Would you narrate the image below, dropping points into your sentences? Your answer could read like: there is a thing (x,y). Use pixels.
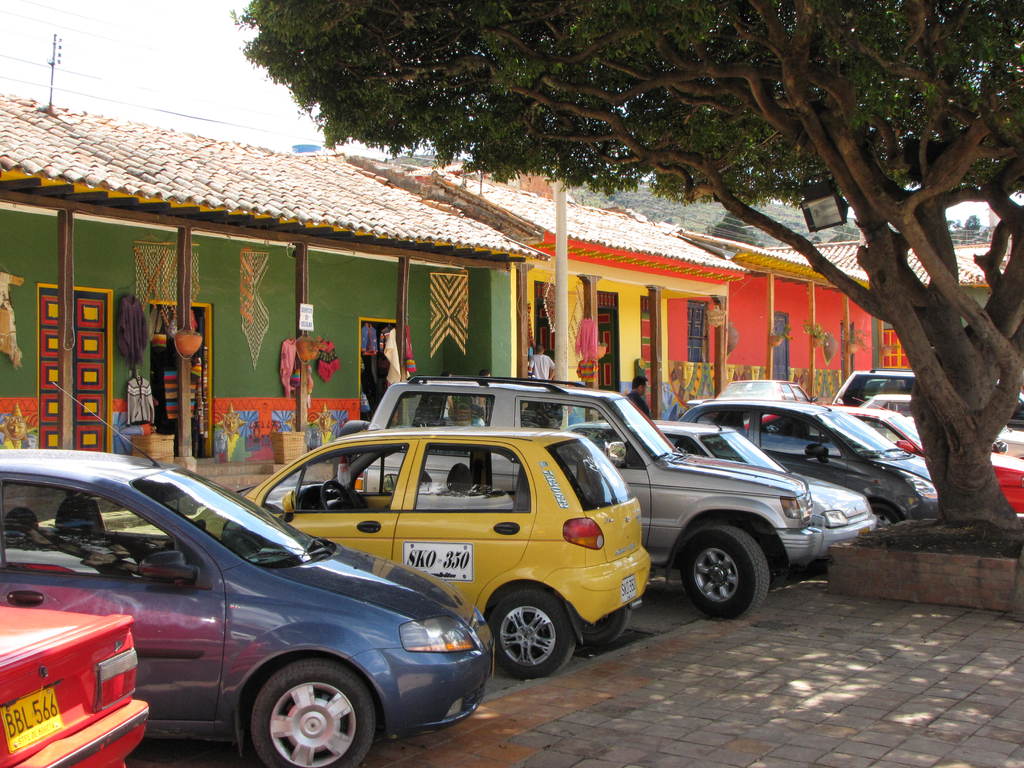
In the center of the image (646,490) we can see few vehicles (414,525) are parked. In the background (351,142), we can see the sky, hills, trees (922,378), buildings (977,285), poles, doors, banners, one lamp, clothes (590,365), two people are standing and a few other objects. And we can see some painting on the wall (347,385).
